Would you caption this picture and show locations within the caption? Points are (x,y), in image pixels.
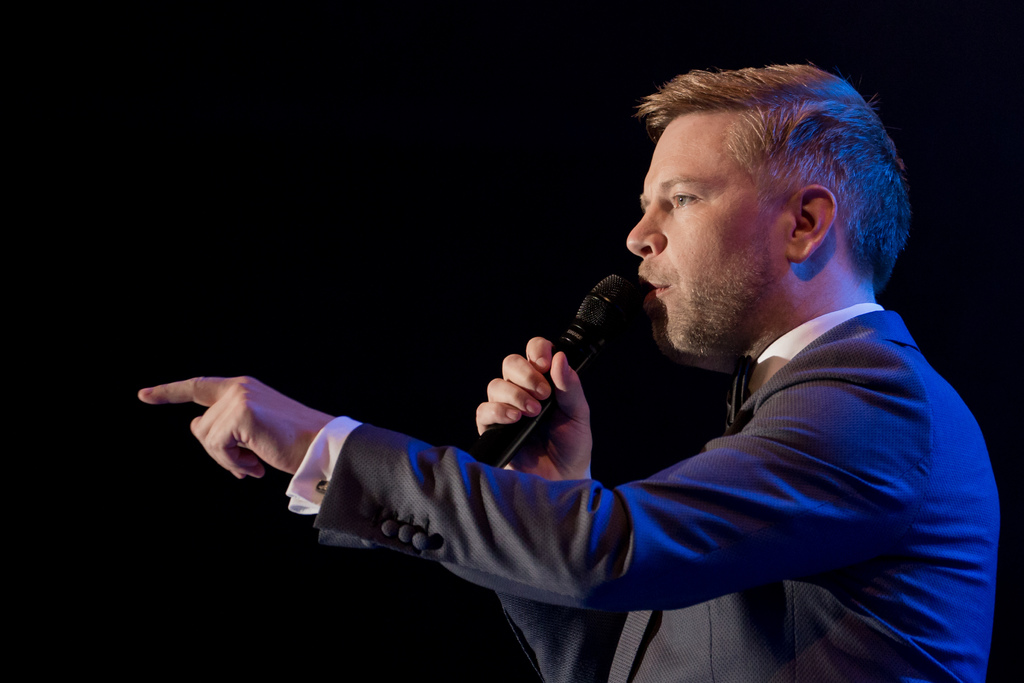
In this image, man (760,371) in suit (804,517), he hold mic (568,356) in his hand (561,367). He is talking.
